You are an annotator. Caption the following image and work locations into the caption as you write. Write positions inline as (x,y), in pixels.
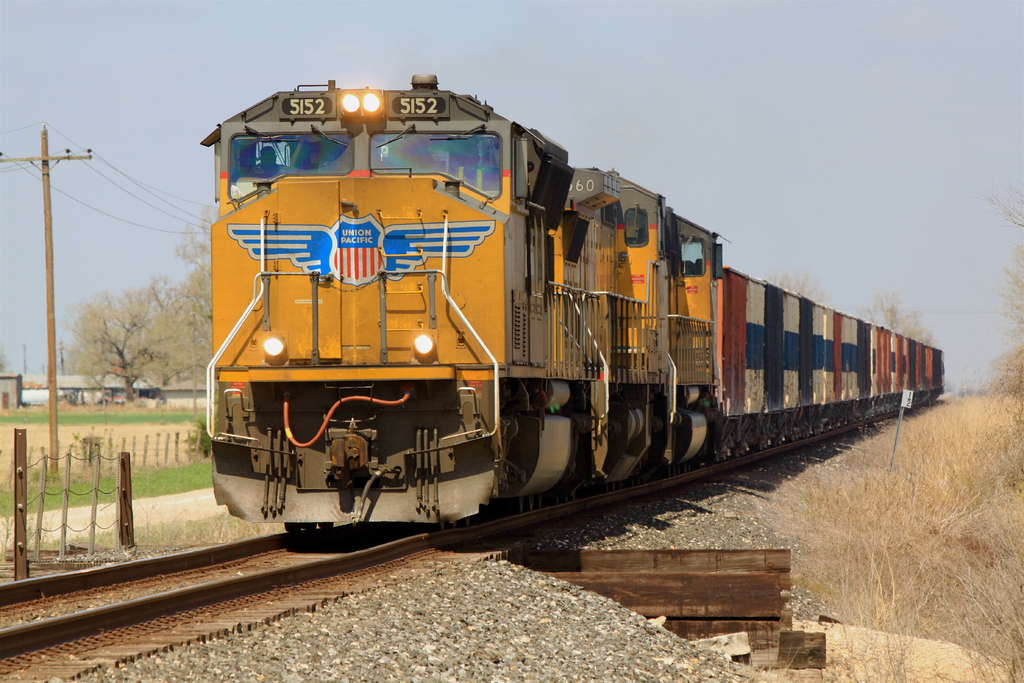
This picture is clicked outside. In the foreground (568,652) we can see the gravels (445,643) and some objects (737,599) are placed on the ground (847,632) and we can see the dry stems (952,402). In the center (452,255) there is a yellow color train (455,228) seems to be running on the railway track (150,582). In the background (64,274) we can see the poles (23,159), cables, trees (159,292), sky (173,119), green grass (197,481) and some houses (87,383).
